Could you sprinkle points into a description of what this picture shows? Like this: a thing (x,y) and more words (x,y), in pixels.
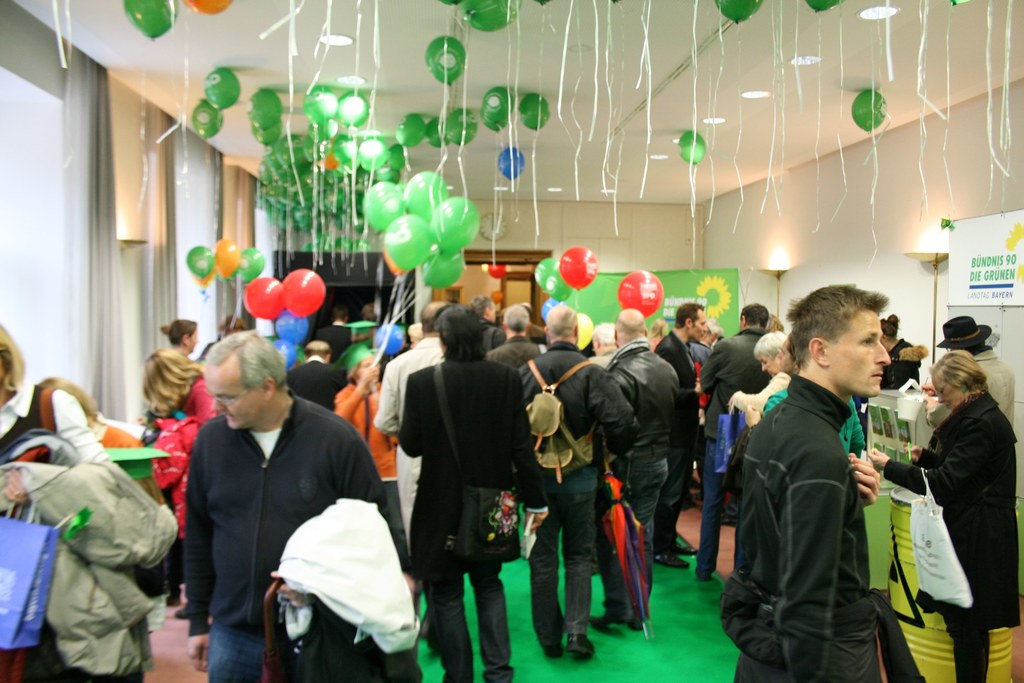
In this image I can see a group of people (631,371) standing and few people (547,539) are holding bags (487,494) and something. Top I can see few colorful balloons (463,202), banners (714,289), boards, clock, lights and a wall (622,232).
